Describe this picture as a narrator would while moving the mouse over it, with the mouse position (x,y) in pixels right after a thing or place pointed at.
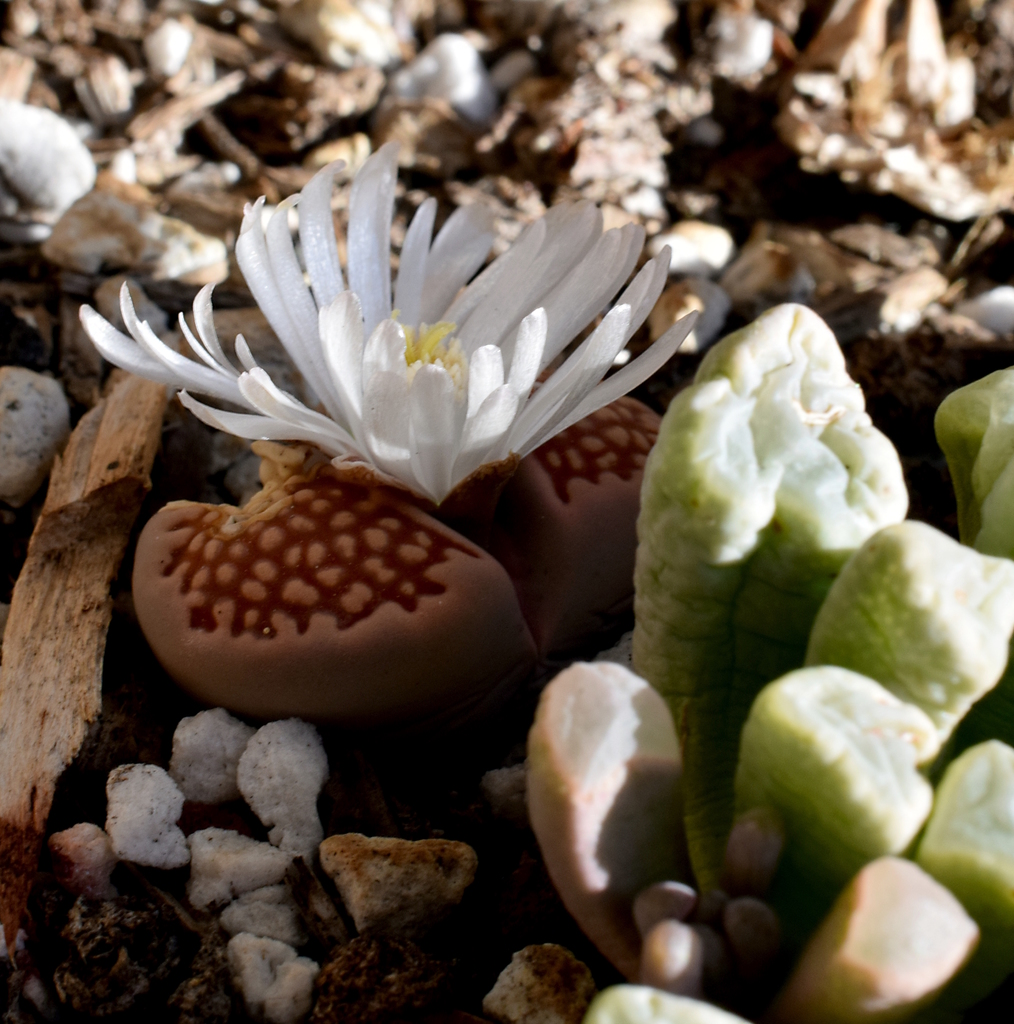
In the center of the image (391,513) we can see a living stone (404,526) with a flower (461,398). On the right side of the image (902,641), we can see plants (886,686). At the bottom of the image (259,976), we can see stones (285,916). On the left side of the image (112,520), there is a wood (66,607). In the background (44,442), we can see it is blurred.
